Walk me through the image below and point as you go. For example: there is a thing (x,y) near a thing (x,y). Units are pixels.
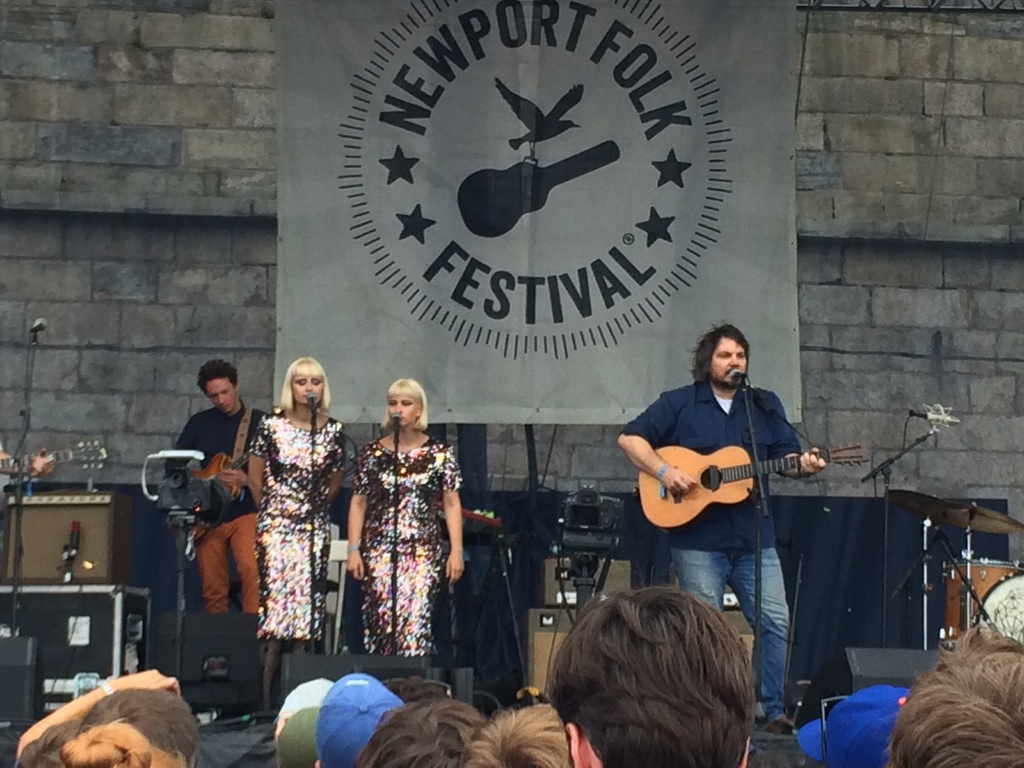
A group of people (234,411) are performing on a stage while others (499,761) are watching.
